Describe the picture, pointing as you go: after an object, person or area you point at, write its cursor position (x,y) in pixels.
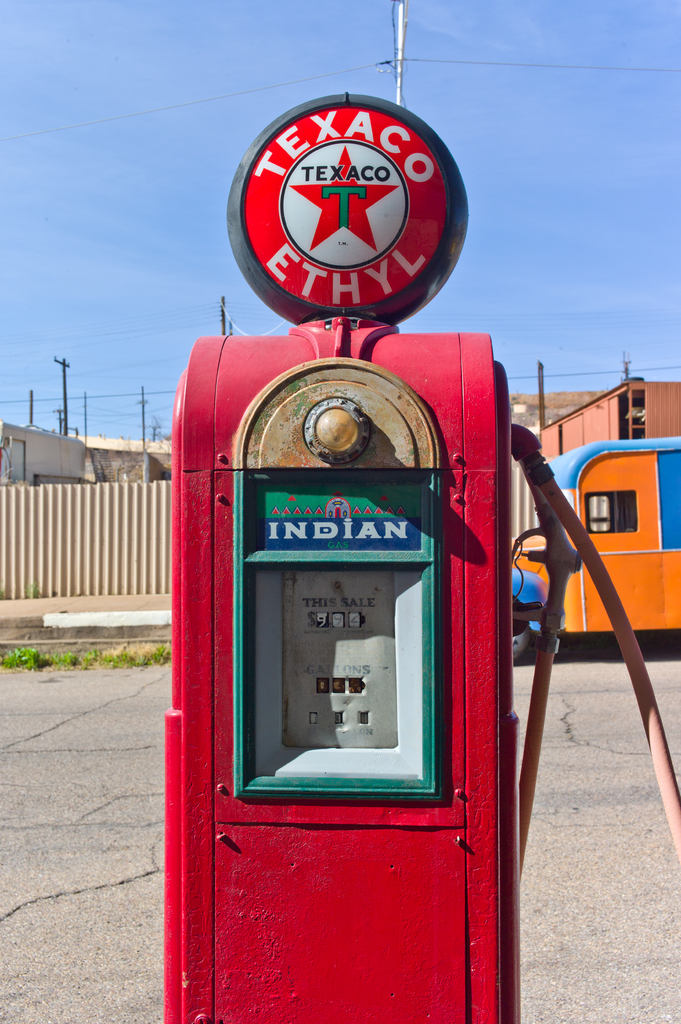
In this image we can see sky (138,181), electric poles (85,409), electric cables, motor vehicles (637,487) on the road (586,697), grass (28,666) and a machine (390,715).
